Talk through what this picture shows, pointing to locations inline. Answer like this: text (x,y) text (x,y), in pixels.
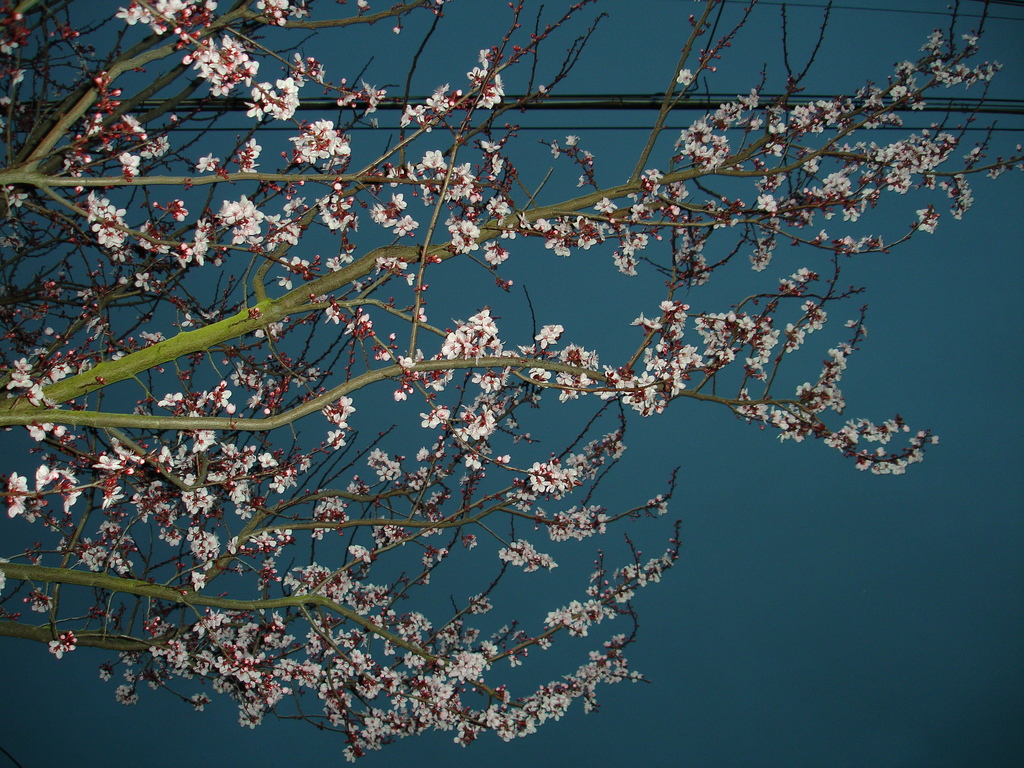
In this image, we can see a branch (380,520) and wire (545,129) on the blue background.
